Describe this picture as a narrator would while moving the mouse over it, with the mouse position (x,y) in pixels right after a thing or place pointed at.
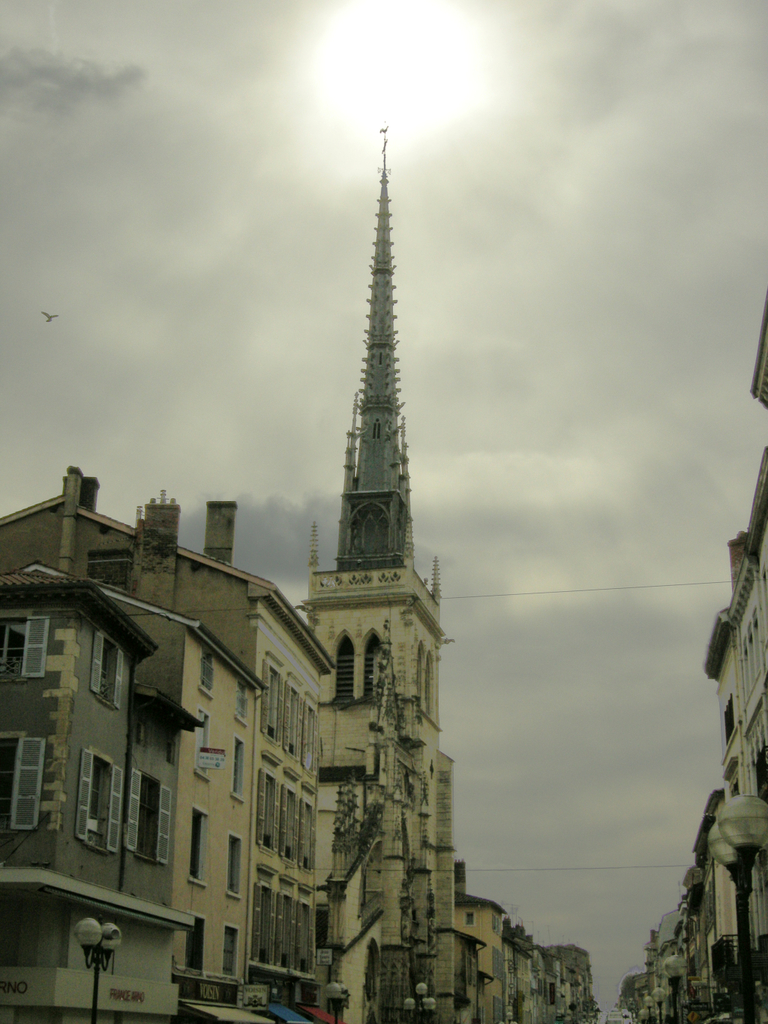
In this image we can see the buildings (550,958), light poles (747,848) and also a tower (335,583). We can also see a bird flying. In the background (440,343) we can see the cloudy sky (502,530) and also the sun (377,98).
